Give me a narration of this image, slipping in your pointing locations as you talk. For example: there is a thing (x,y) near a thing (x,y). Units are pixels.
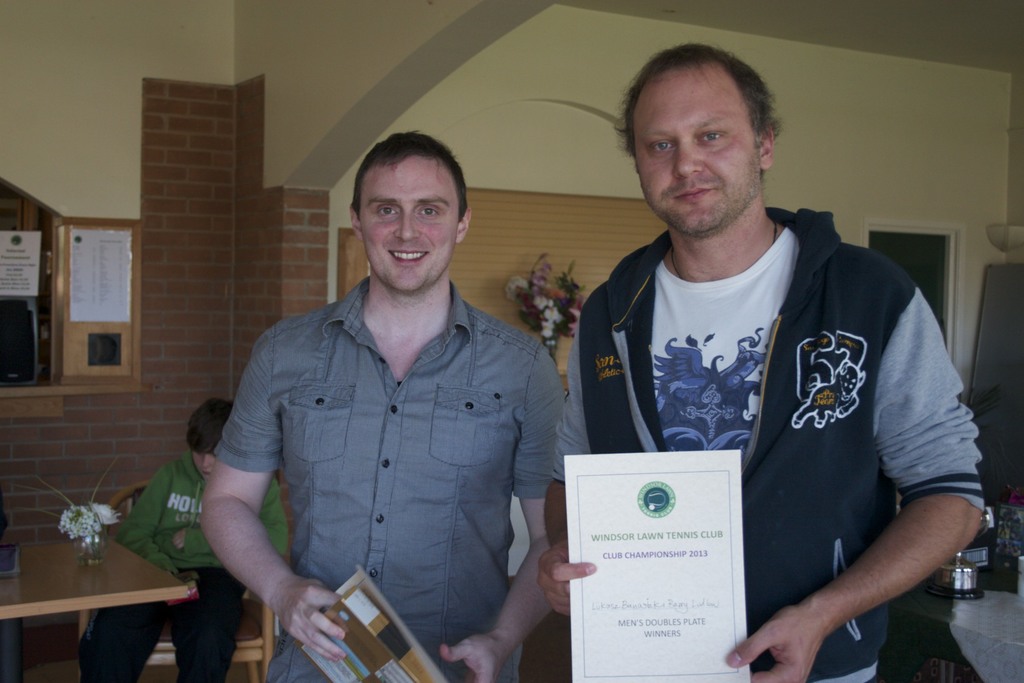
On the left side (332,355), there is a person (338,315) in a gray color T-shirt (360,432), holding an object (370,589), smiling and standing. On the right side (884,403), there is another person (838,261), holding a certificate (684,543) with a hand (736,663), smiling and standing. In the background (200,529), there is a child (158,485) in a green color t-shirt (169,495), sitting on a wooden chair (243,636) in front of a table (13,655), on which there is a flower vase (92,528), there is another flower vase (556,282), a table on which there are some objects (1005,507), a wall (504,276), there are papers (87,288) attached and there are other objects (119,221).
